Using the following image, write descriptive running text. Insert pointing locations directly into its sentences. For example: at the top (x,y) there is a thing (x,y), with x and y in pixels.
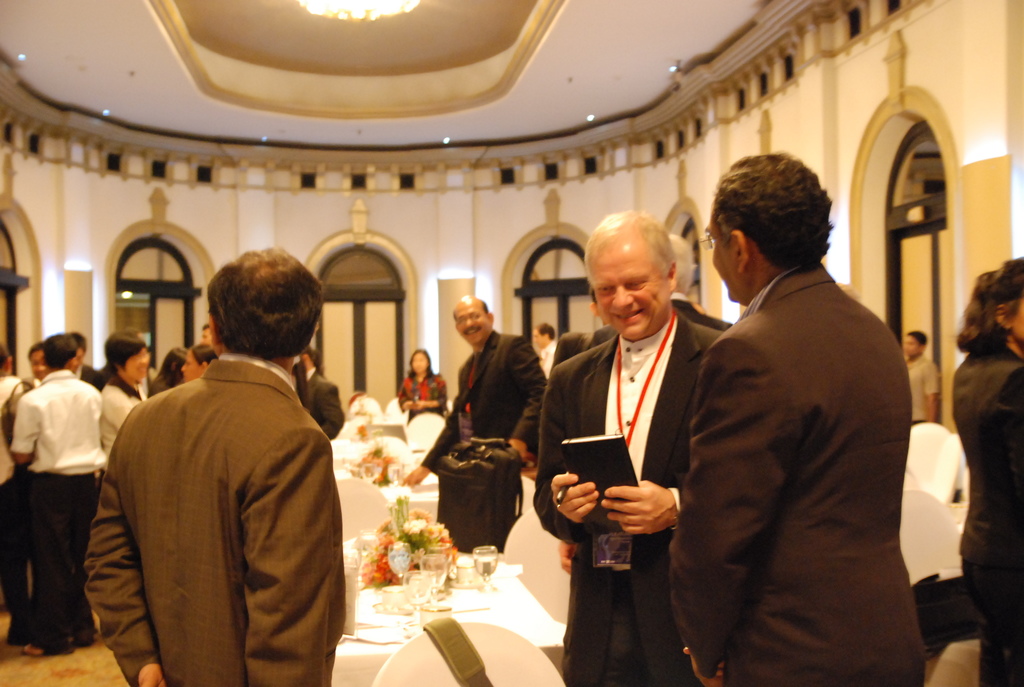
In this image we can see there are people (152,487) standing on the floor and holding a book (607,470) and pen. On the side there are tables (519,608) with a cloth (510,597), on the table (476,597) there are glasses (405,556) and few objects (375,454). At the top (390,218) it looks like a chandelier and there is a wall (792,59) with a design (82,140) and lights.
